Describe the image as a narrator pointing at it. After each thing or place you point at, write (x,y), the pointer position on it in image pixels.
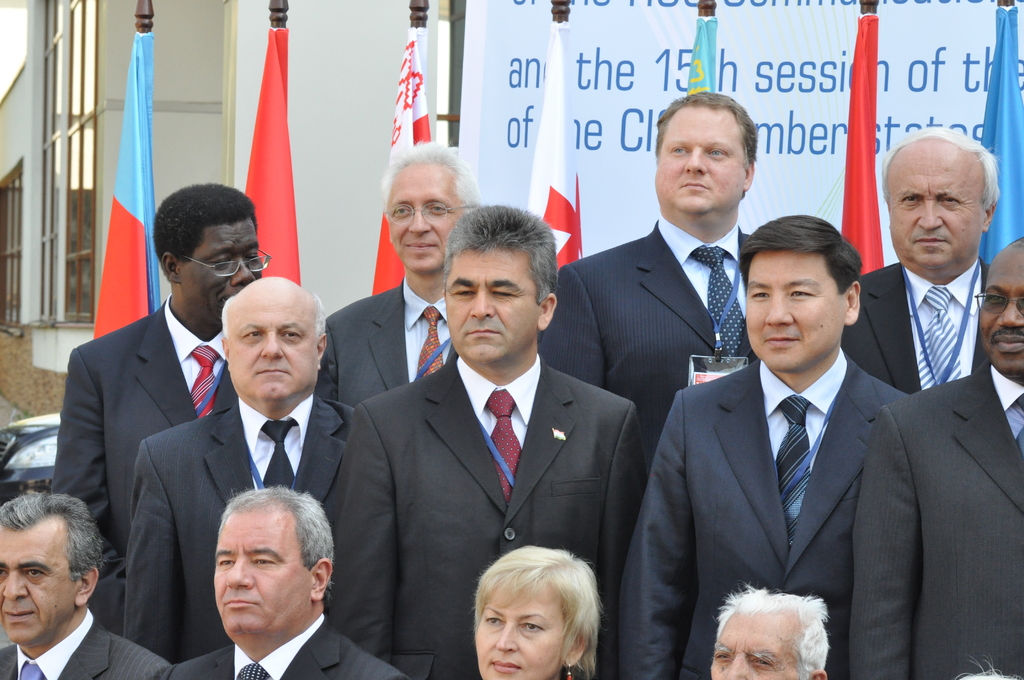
In this image there are some persons (618,532) standing in the bottom of this image (320,492). There is a building (328,149) in the background (313,96). There are some flags (259,144) on the top of this image (277,126).
